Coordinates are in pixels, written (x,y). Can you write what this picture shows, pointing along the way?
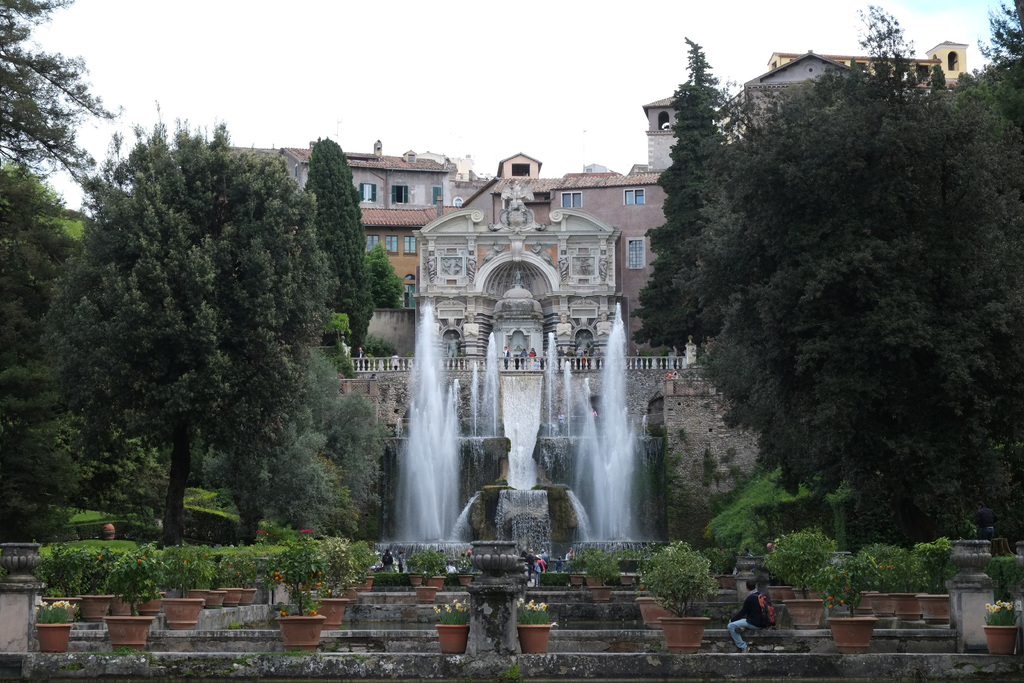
In the foreground of this image (424,613), there are plants (530,622) placed on the stone surface (609,653). In the middle (552,404), there are trees (175,367) and a fountain (605,476). In the background (555,223), there are buildings (579,227) and the sky (458,53).
